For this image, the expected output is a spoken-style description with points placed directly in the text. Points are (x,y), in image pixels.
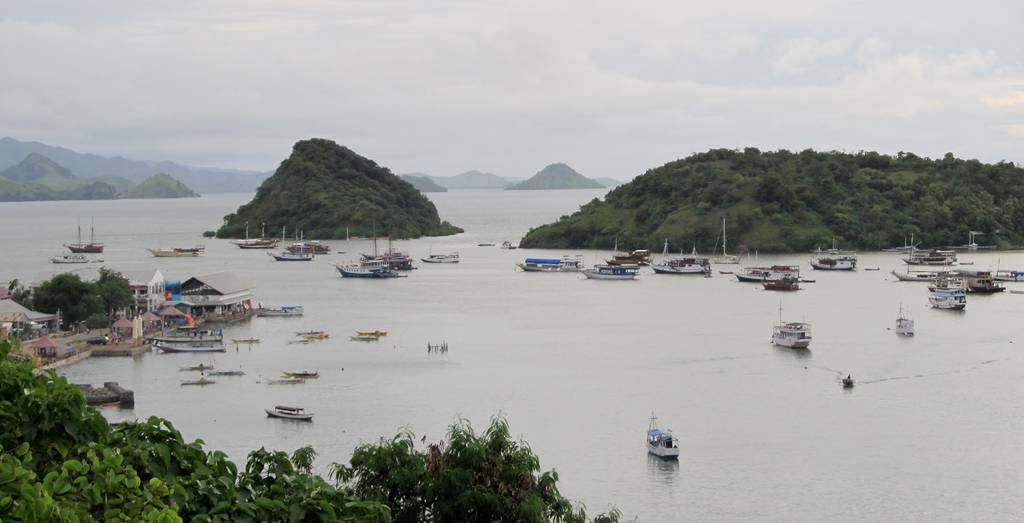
Here in this picture we can see a river (464,190) present and we can see number of boats (373,266) present in the river (375,284) and in the front (498,432) we can see trees (72,438) present and on the left side (231,290) we can see a shed (222,300) and a building (154,284) present and we can also see mountains (315,191) present in the middle of the river (596,195), that are covered with grass (61,180), plants (744,186) and we can see the sky (341,108) is fully covered with clouds (498,104).
